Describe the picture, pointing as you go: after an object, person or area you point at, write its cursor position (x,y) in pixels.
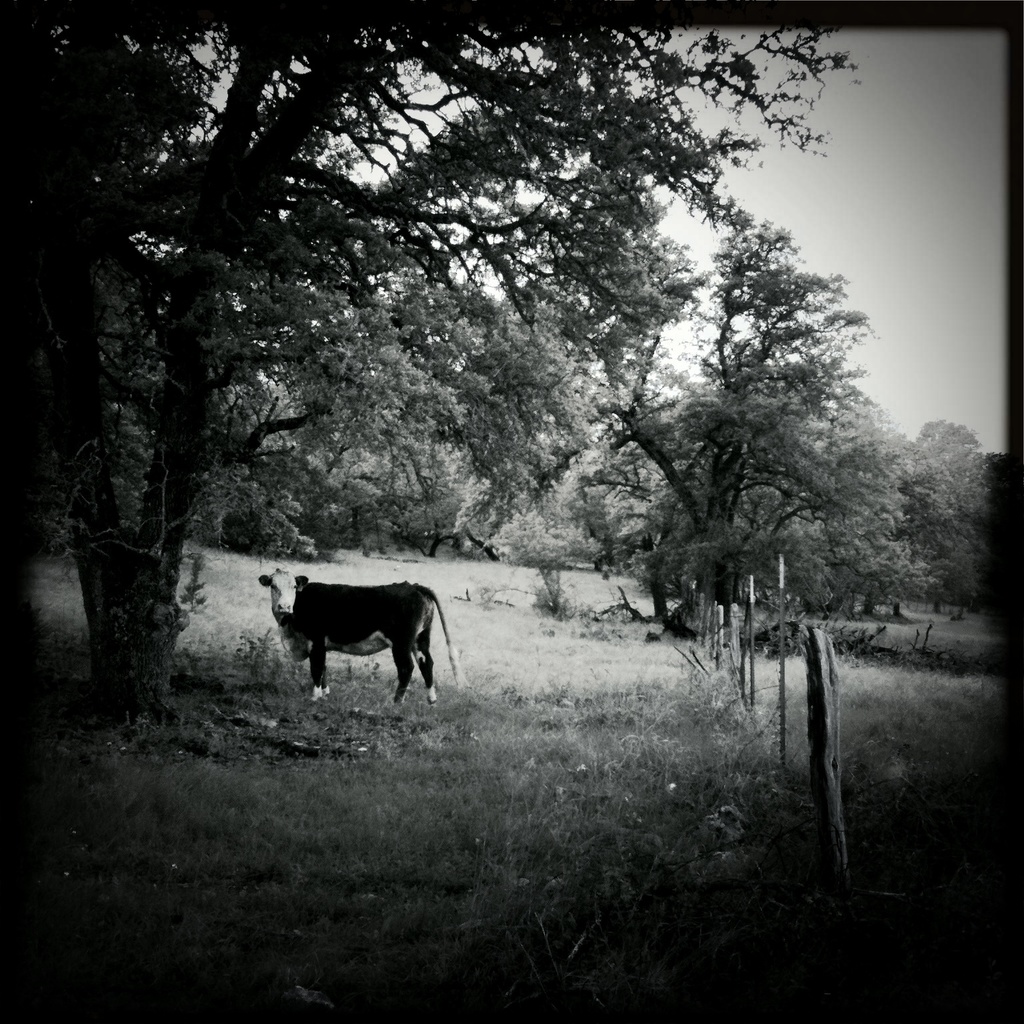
In the center of the image (519,362) there is an animal (430,652) and there are trees (553,288). On the right (749,580) there is a fence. In the background (877,181) there is sky (879,167).
